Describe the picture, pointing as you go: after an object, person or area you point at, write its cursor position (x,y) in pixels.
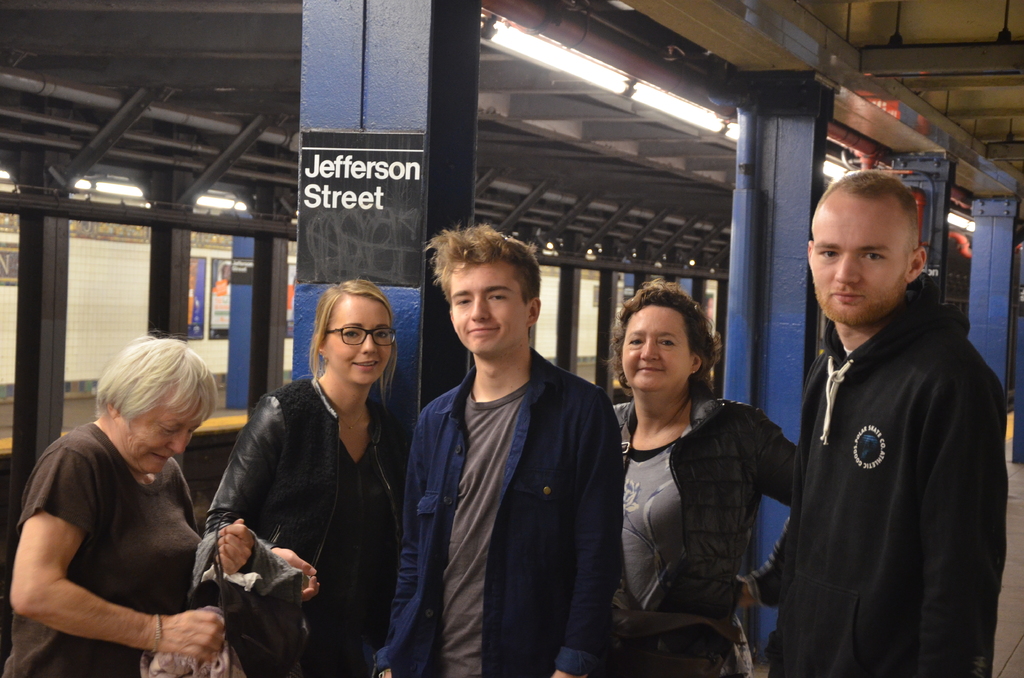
In this image, we can see people (651,414) and some are wearing coats (372,440) and one of them is holding objects (268,549). In the background (421,75), there are lights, pillars (48,283) and we can see some posters (191,268) with some text (363,161) and there are rods (122,123). At the bottom (1002,602), there is a floor (1001,616).
